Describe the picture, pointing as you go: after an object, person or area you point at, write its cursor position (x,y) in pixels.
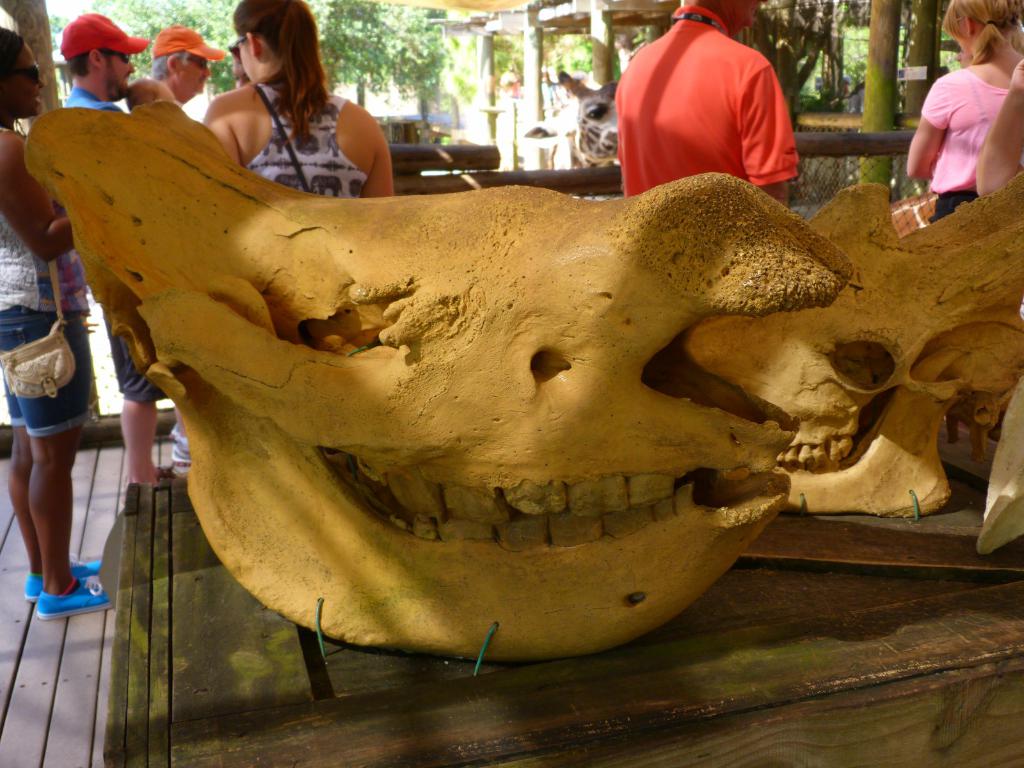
In this picture there are bones (501,504) of an animal (675,392) are placed on the table (656,688). Towards the left (68,427), there is a woman (69,434) carrying a bag (22,358). Before her, there are people (110,91). In the center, there is a giraffe (594,158). Before it, there is a person (756,68) wearing an orange t shirt (714,99). Towards the right (944,90) there are people (958,145). In the background (782,45) there are trees (839,54).
